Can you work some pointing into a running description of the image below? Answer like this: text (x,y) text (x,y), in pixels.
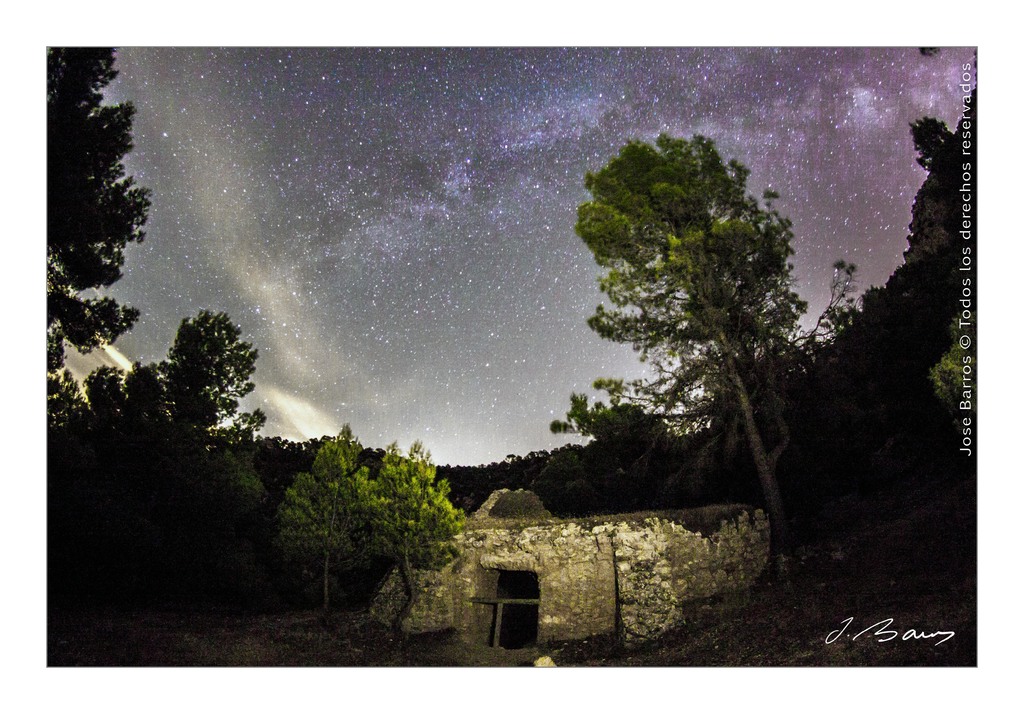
It is looking like an edited image, we can see there is a wall (574,535), trees (76,391) and a sky (322,176) and on the image there are watermarks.
